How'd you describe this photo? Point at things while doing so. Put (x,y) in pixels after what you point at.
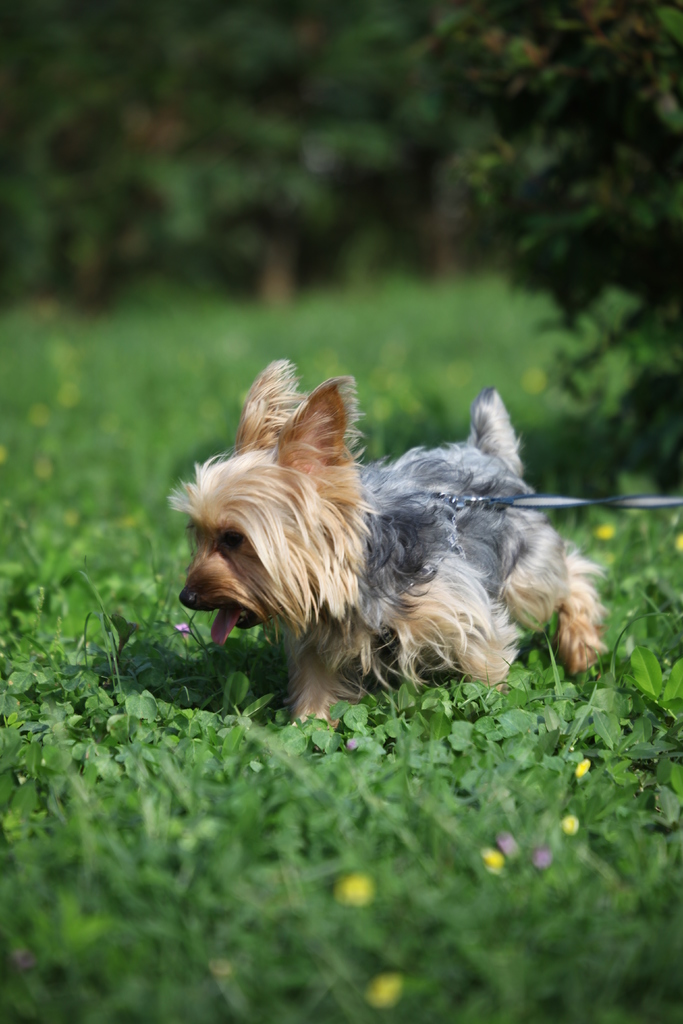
In this image there is a dog (520,517), there is a leash (597,503) towards the right of the image (661,501), there are plants (535,910) towards the bottom of the image (379,797), there are trees (456,169) towards the top of the image (378,168), the top of the image (308,186) is blurred, there are flowers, the bottom of the image (280,998) is blurred.
